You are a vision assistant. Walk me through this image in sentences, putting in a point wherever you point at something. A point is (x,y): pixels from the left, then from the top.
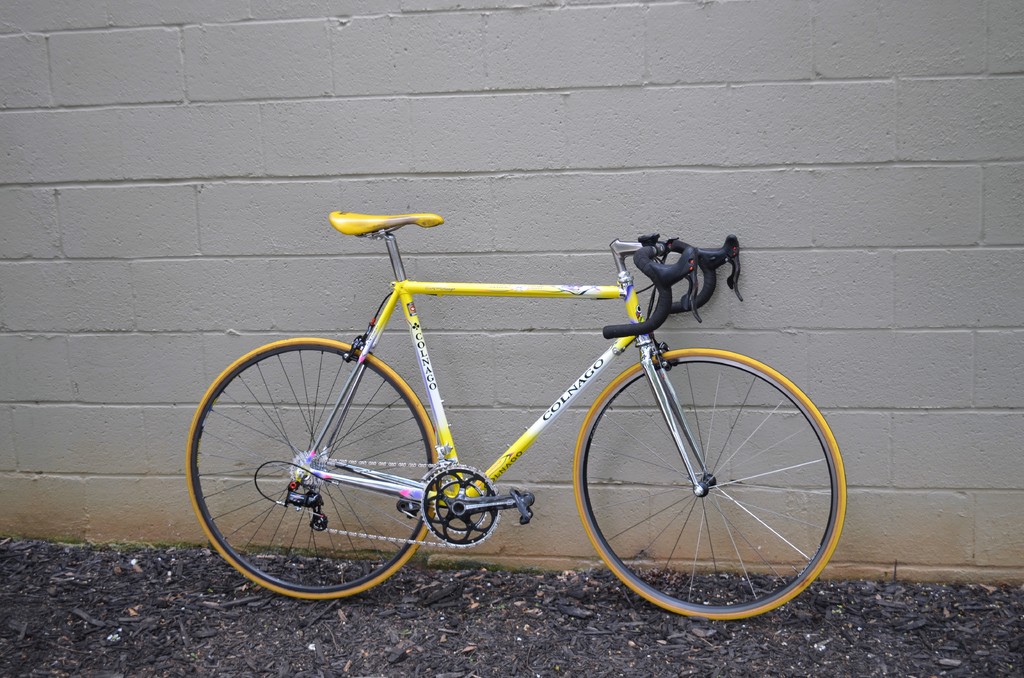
This picture is clicked outside. In the center (624,328) there is a yellow color vehicle (657,350) parked on the ground (496,603) and there are some objects (332,646) lying on the ground (450,606). In the background (663,76) we can see a gray color wall (265,39).
